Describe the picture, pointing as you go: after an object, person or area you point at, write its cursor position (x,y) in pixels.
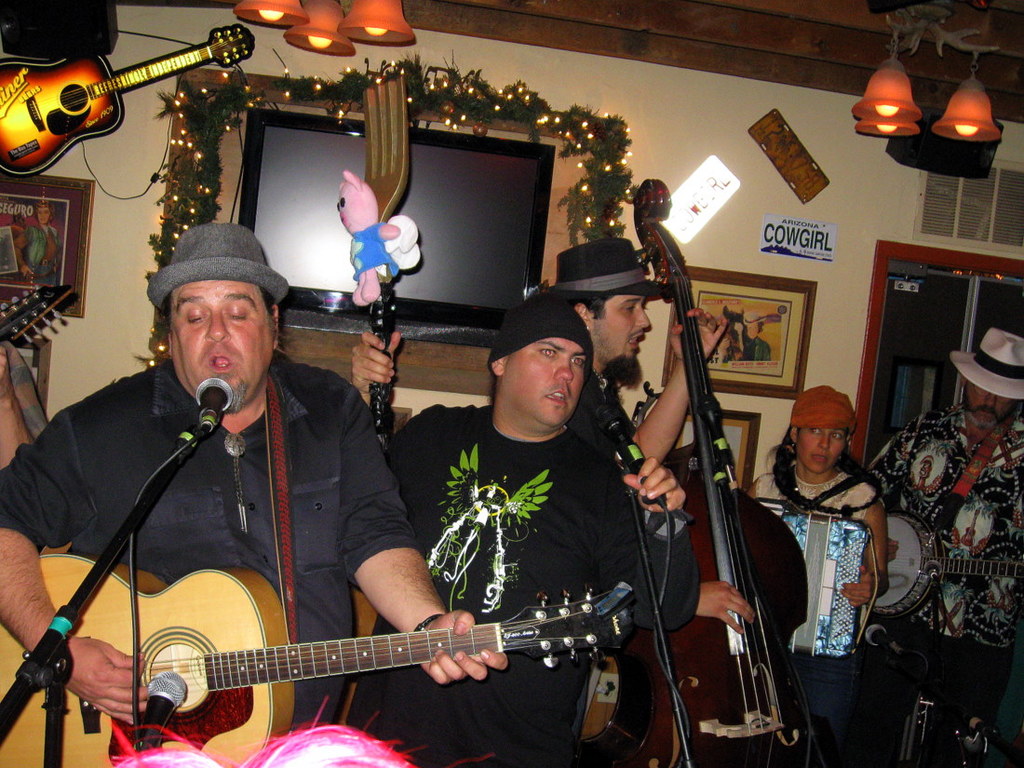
In the picture we can see some people (598,550) are holding a musical instruments (730,519) and singing a song in the microphone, in the background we can find some decorative wall (59,351) and television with lights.
